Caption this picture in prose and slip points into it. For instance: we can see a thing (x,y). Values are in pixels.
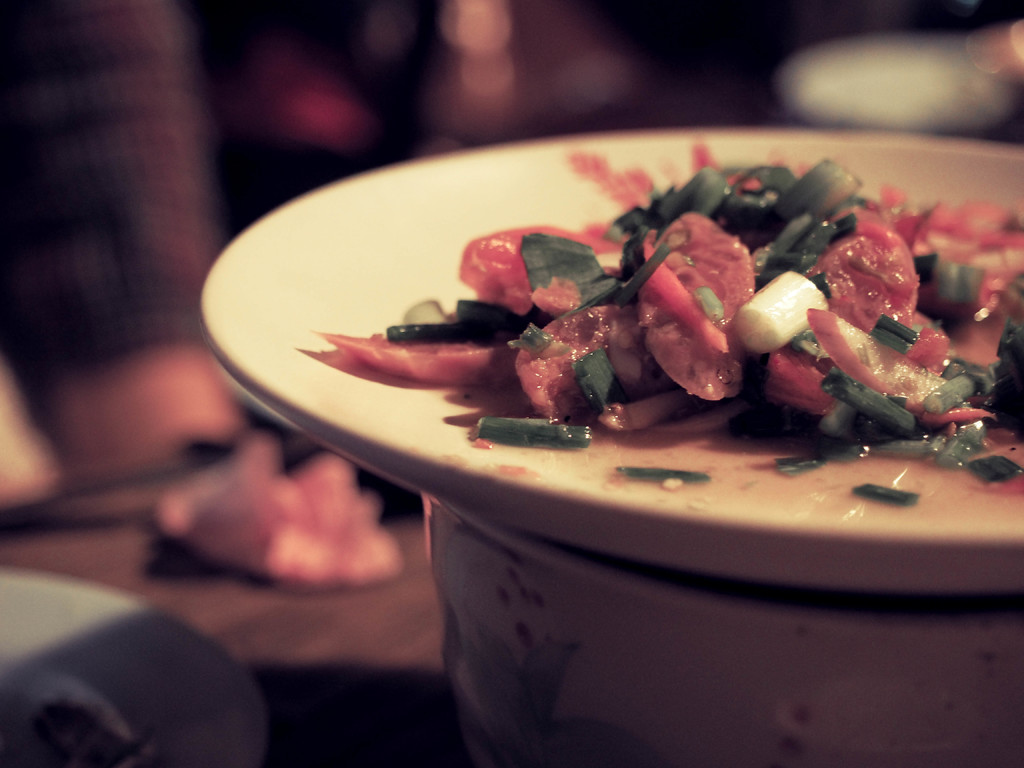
In this image we can see a plate (394,216) with food item (823,323). In the background (170,377) it is blur. And the plate (440,460) is on some other vessel (693,664).
